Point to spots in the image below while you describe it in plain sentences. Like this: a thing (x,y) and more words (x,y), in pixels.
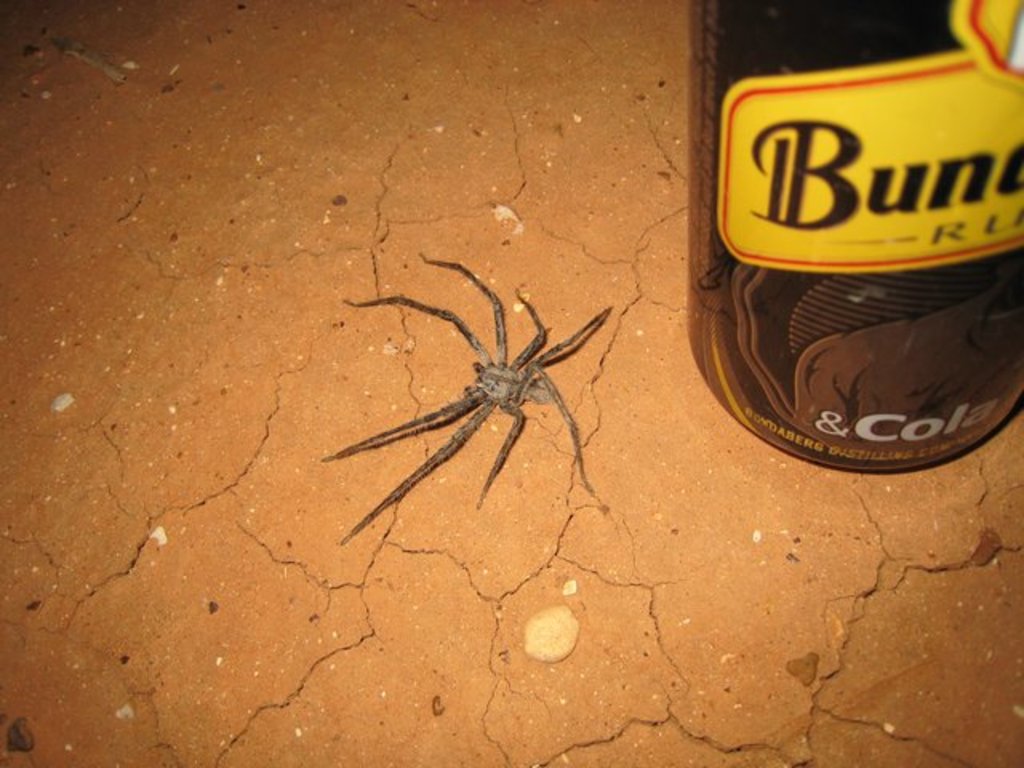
In this image in the center (503,462) there is one spider (504,398) and on the right side (765,318) there is one bottle (907,273), and in the background (283,552) there is floor (228,472).
